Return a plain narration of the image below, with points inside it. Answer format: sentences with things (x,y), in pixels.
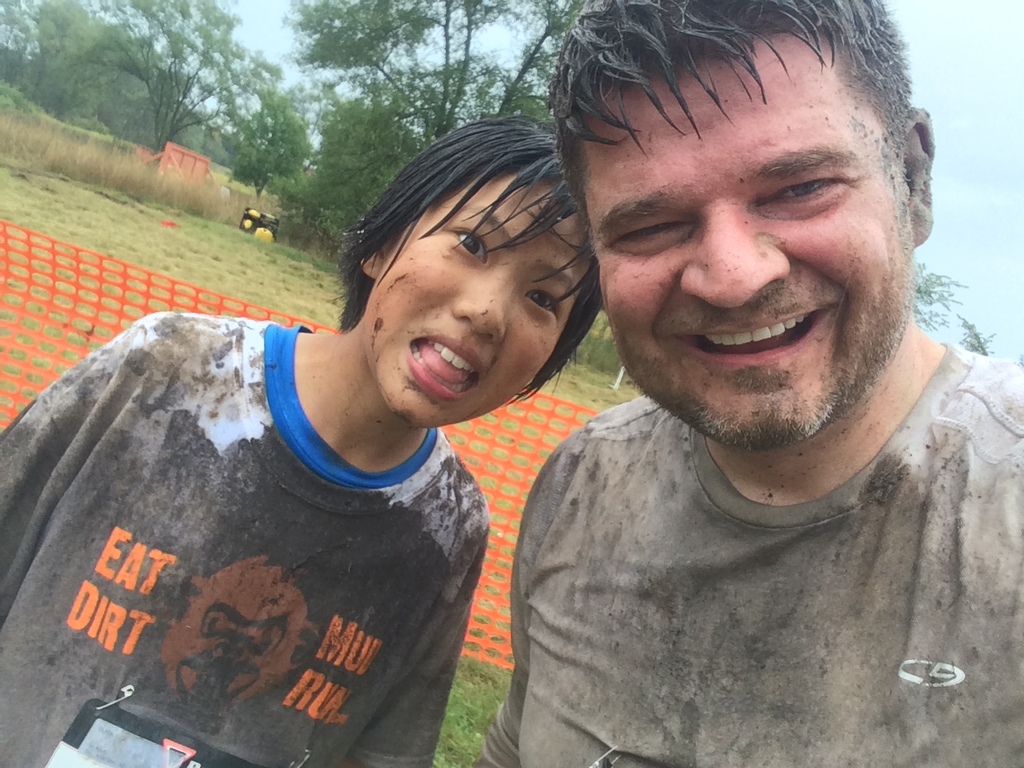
In this image we can see man (761,272) and child (396,350) standing on the grass (454,727). In the background (445,76) we can see net (38,342), trees (282,118), plants (214,198) and sky (947,62).
